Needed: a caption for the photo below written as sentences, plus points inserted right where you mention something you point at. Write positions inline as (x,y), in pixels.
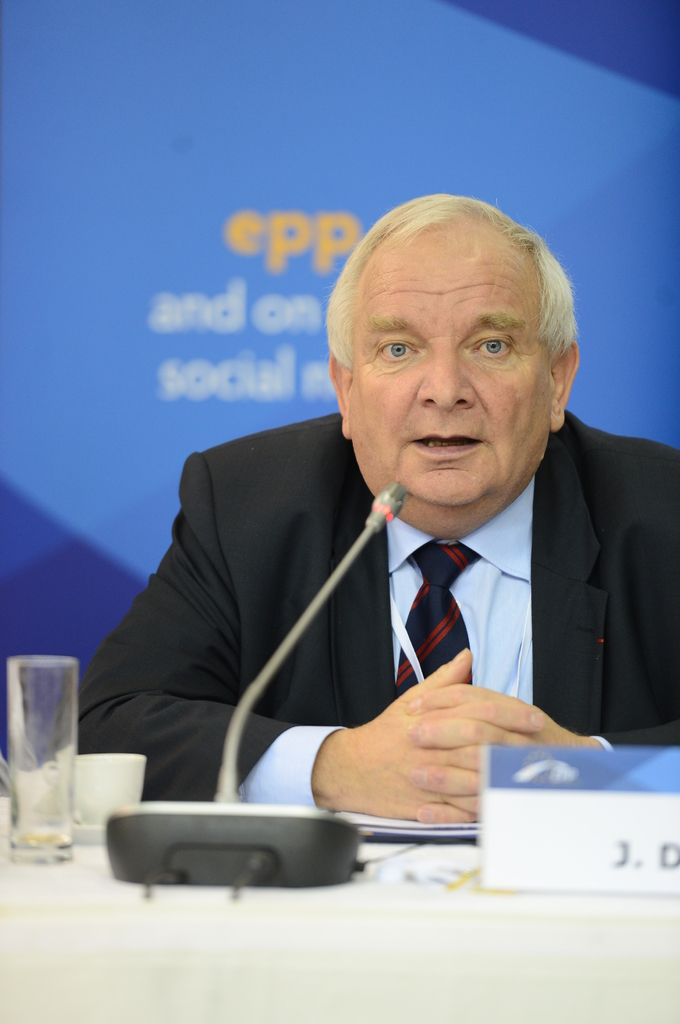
In the picture I can see a man (569,303) and he is speaking on a microphone (256,876). He is wearing a suit (551,556) and tie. I can see the name plate board (542,818), a microphone (235,869), a cup (122,803) and glass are kept on the table (533,923). It is looking like hoarding board (232,106) in the background (290,104).
